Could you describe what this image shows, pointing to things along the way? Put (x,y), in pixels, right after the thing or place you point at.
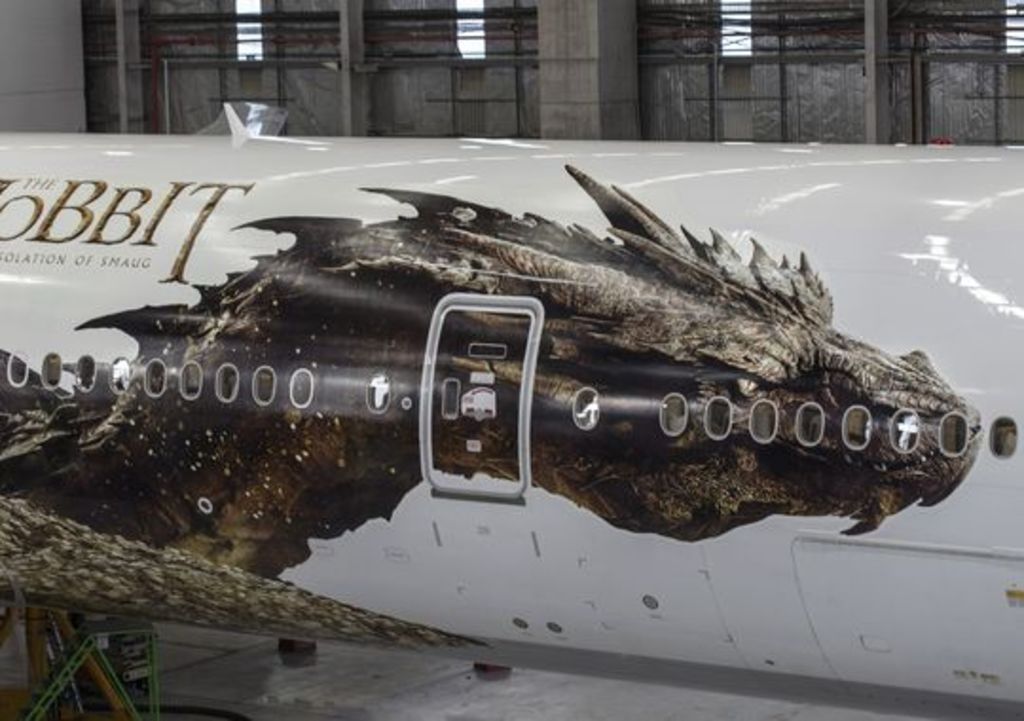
In this picture we can see an airplane (513,541) in the front (372,506), on the left side (114,212) we can see some text (101,210), in the background (97,27) there is a wall (87,56), we can see a door (432,429) in the middle (466,401).
